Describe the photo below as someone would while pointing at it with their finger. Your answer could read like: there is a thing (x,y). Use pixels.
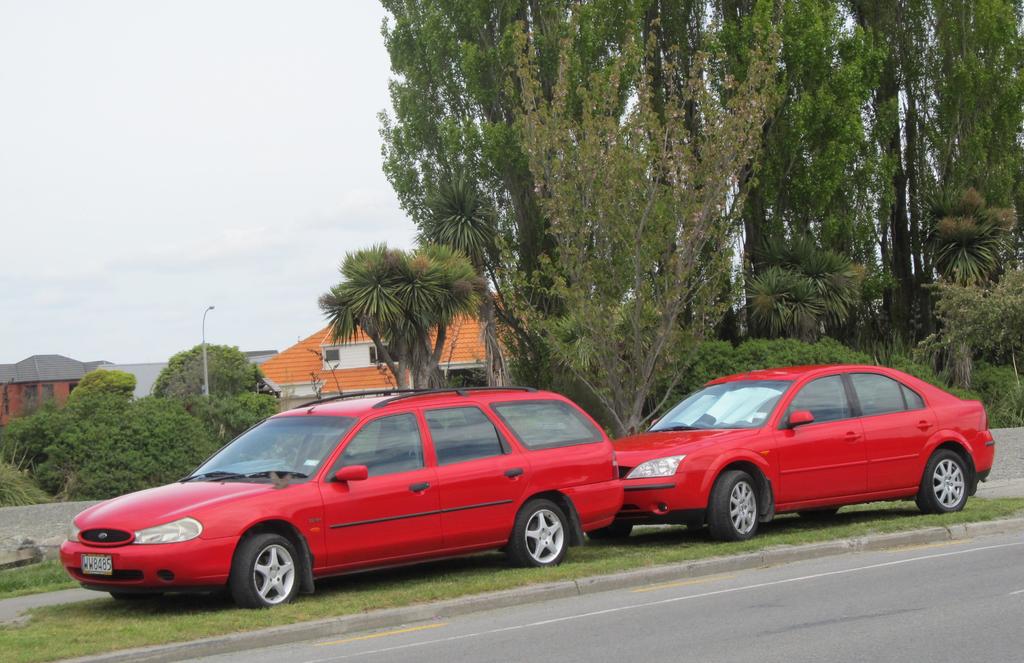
In the image in the center (484,435), we can see two vehicles (476,502), which are in red color. In the background (219,67), we can see the sky (267,151), clouds (269,213), trees (355,254), buildings (293,369), one pole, grass (217,605) and road (744,580).
